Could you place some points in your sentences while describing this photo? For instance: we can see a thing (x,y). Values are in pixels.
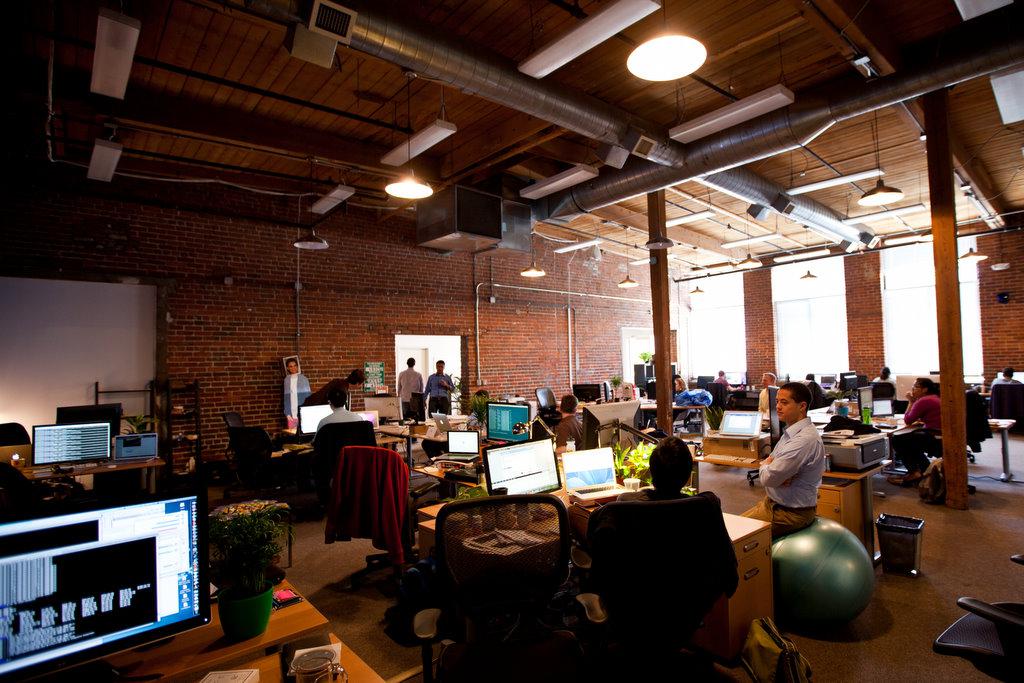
In this picture we can see a group of people (925,394) where some are sitting on chairs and some are standing and in front of them we can see monitors (605,477), houseplants (272,547), dustbin (900,554), wall (387,303), pipes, lights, pillars (664,354).
